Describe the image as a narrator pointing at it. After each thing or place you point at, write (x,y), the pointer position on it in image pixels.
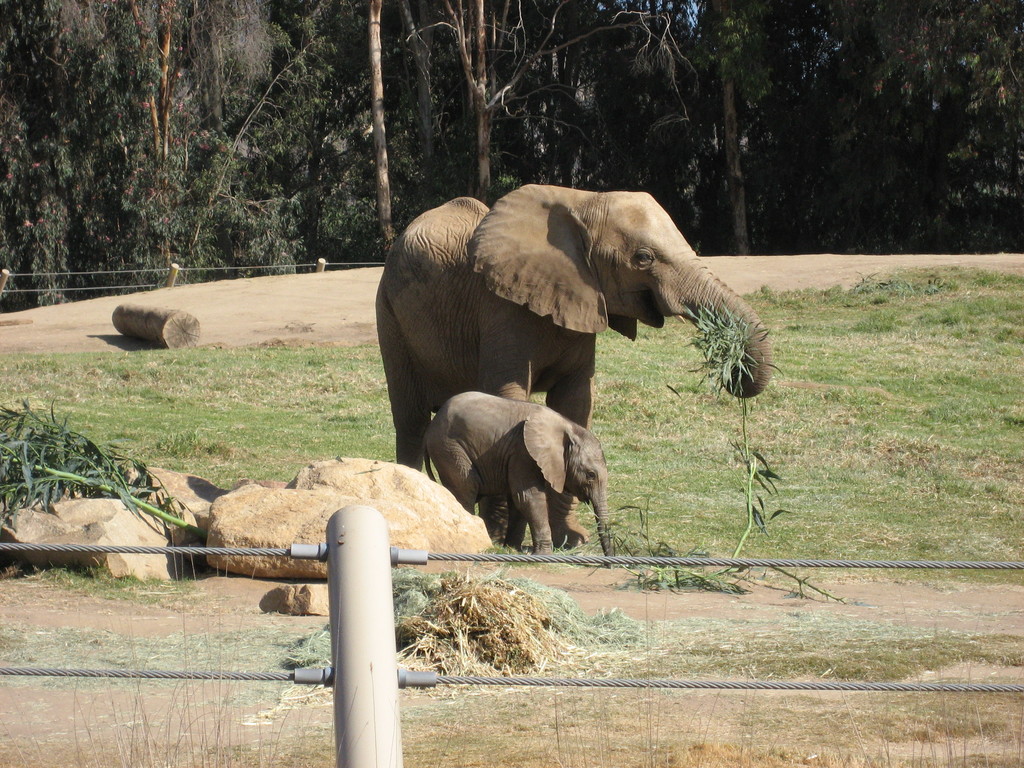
In this image, I can see the rocks (170,488), grass (888,392), a wooden log (166,337) and fence (691,687). I can see an elephant (545,383) and baby elephant (547,427). In the background (361,70), there are trees (435,70).
